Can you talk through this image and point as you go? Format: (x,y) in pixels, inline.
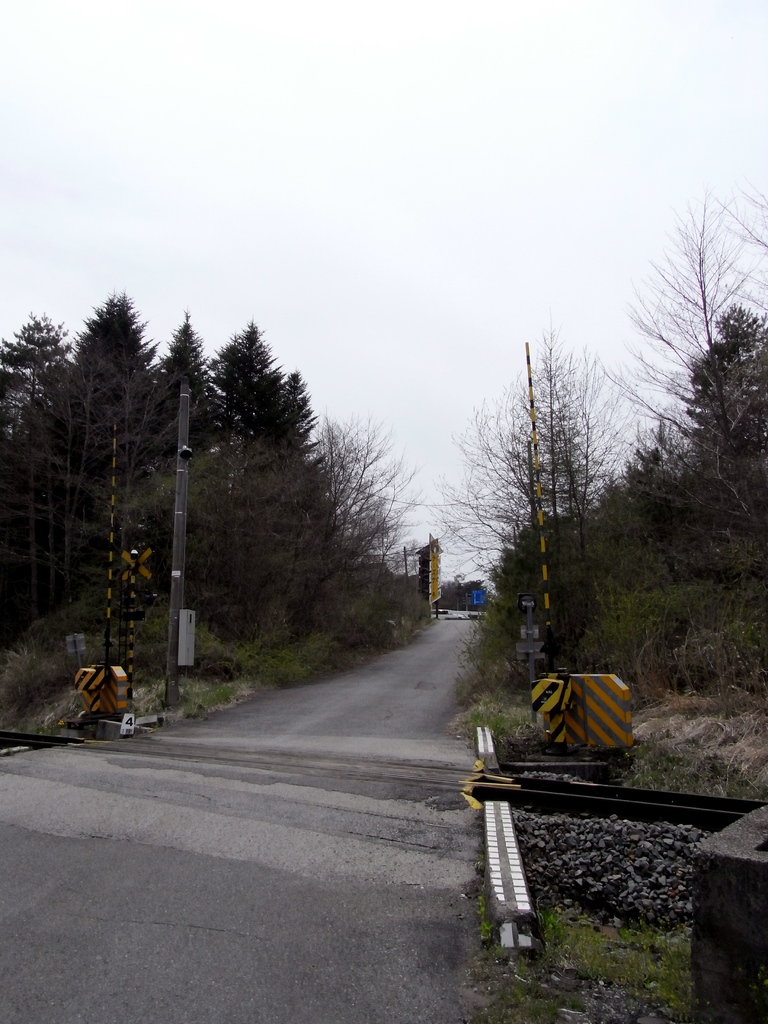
In this image we can see a group of trees (348,601), poles (530,629), the pathway (399,731), stones (597,821), grass (658,944), a board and the sky (368,300).
